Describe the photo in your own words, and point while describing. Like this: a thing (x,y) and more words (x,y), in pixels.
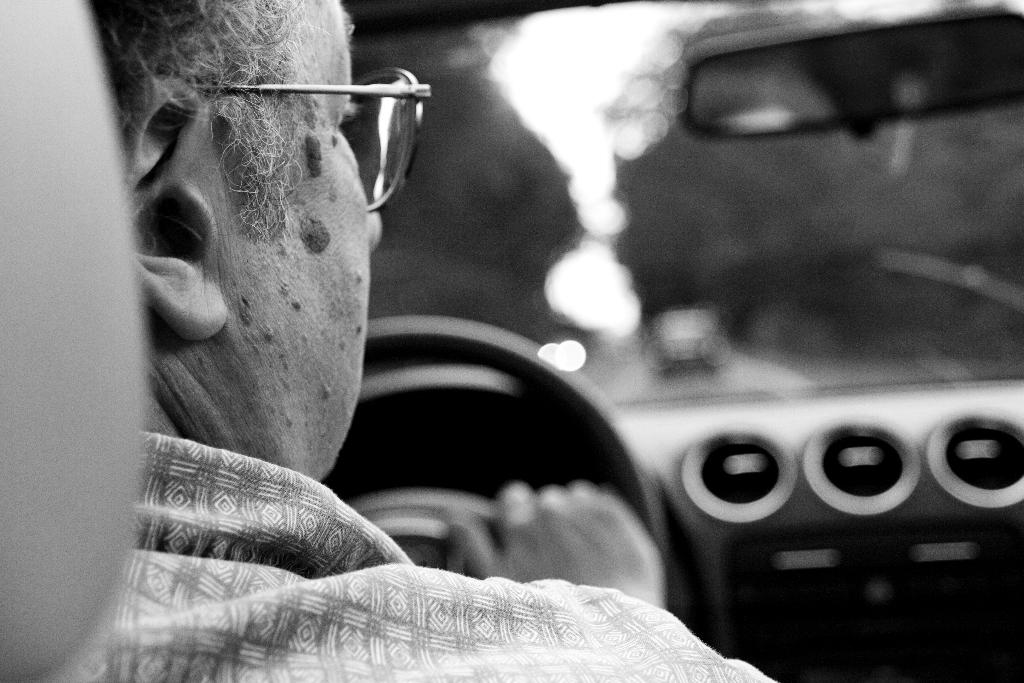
On the left side (281,576), there is a person (299,569), wearing spectacle (393,71), sitting on a seat (35,290) and driving this vehicle (447,369) on a road (807,382). And the background (885,307) is blurred.
